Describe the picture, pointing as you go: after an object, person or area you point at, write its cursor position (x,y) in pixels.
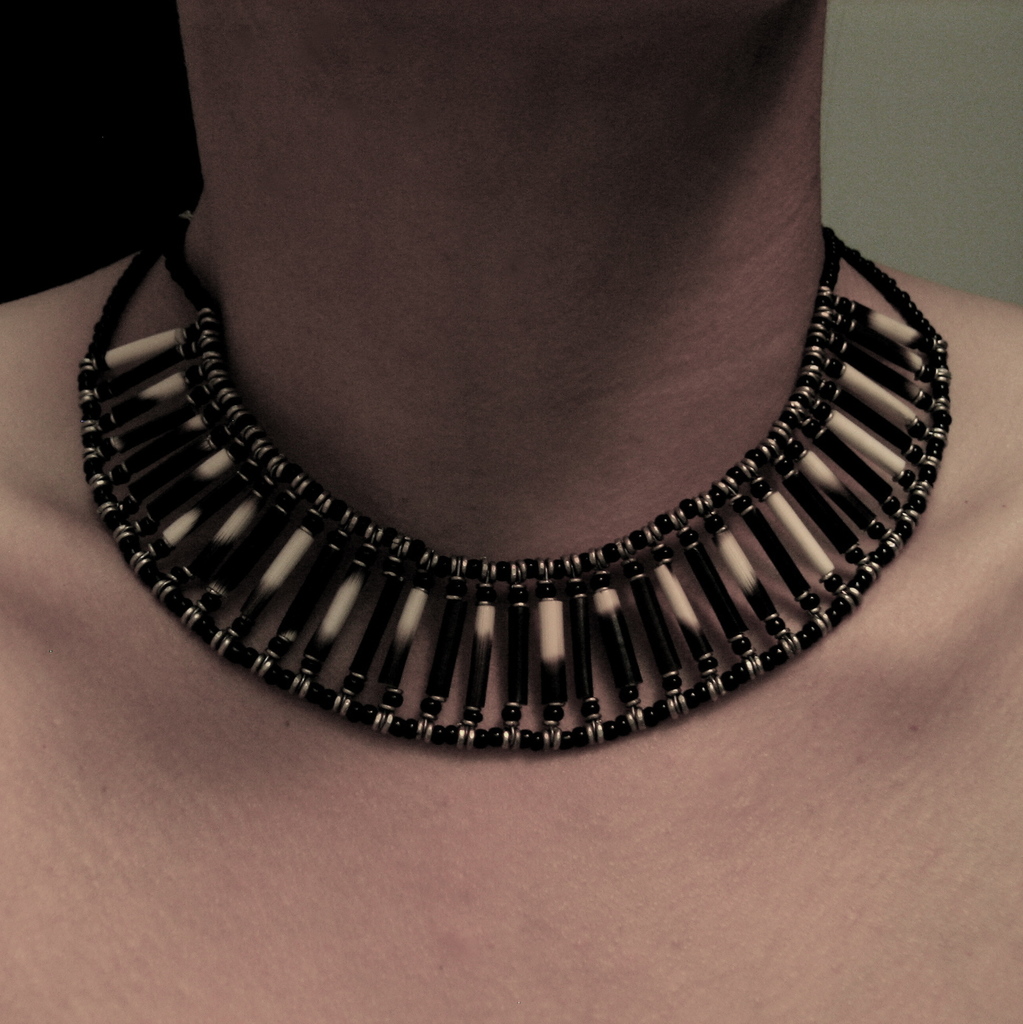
There is a person (591,265) who is wearing a necklace (376,613). In the background (862,229), there is wall (930,103).
